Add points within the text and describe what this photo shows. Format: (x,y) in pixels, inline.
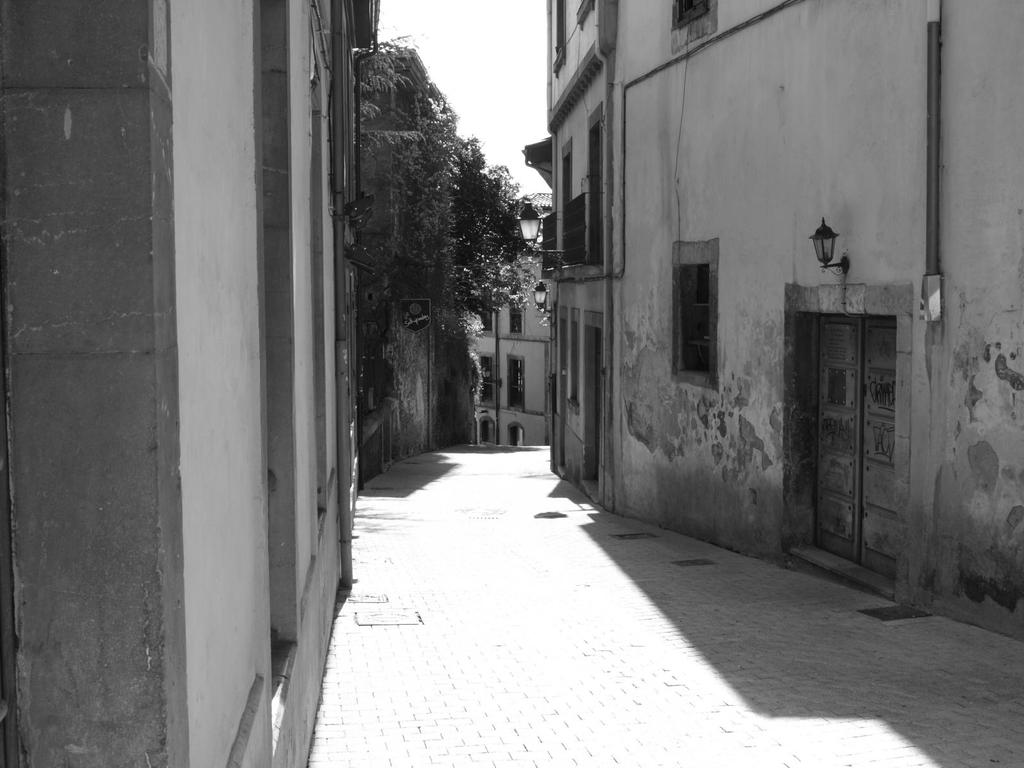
It is the black and white image in which we can see there is a way (534,588) in the middle (526,472). There are buildings (597,336) on either side of the way (580,672). On the left side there are trees (447,171). At the top (489,49) there is the sky (489,49).
